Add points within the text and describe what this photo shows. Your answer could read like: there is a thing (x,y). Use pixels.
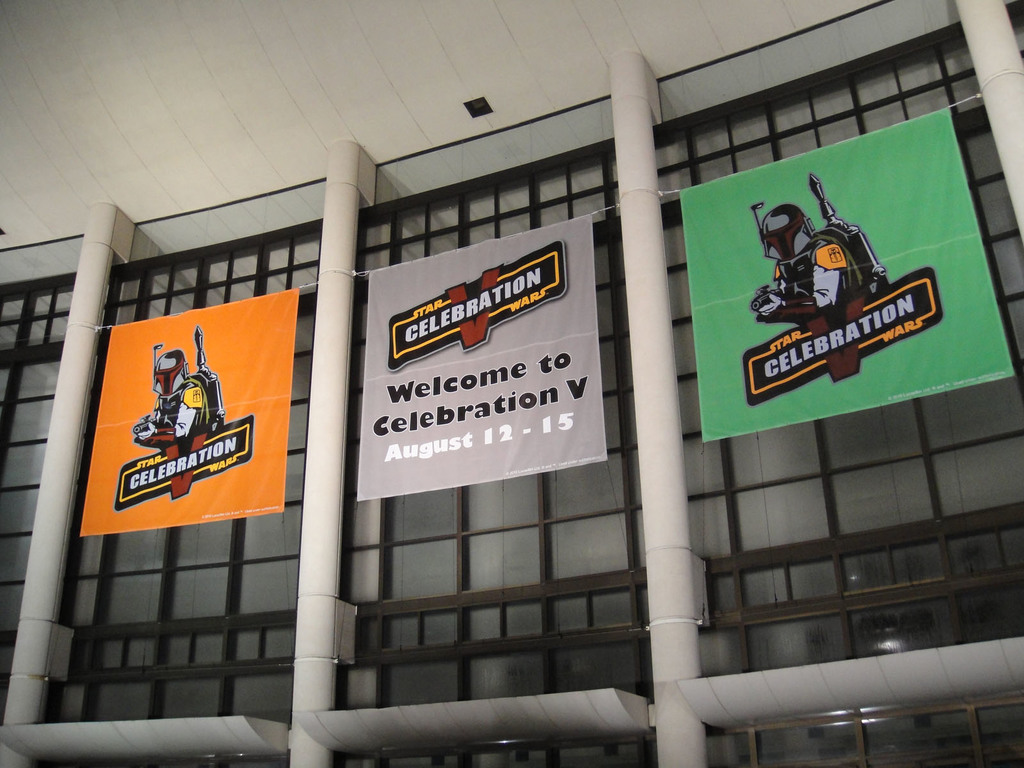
In this image I can see there are a few banners (187,354) attached to the pillars (75,304) by a rope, there are few glasses (281,610) attached to the window (243,589).
